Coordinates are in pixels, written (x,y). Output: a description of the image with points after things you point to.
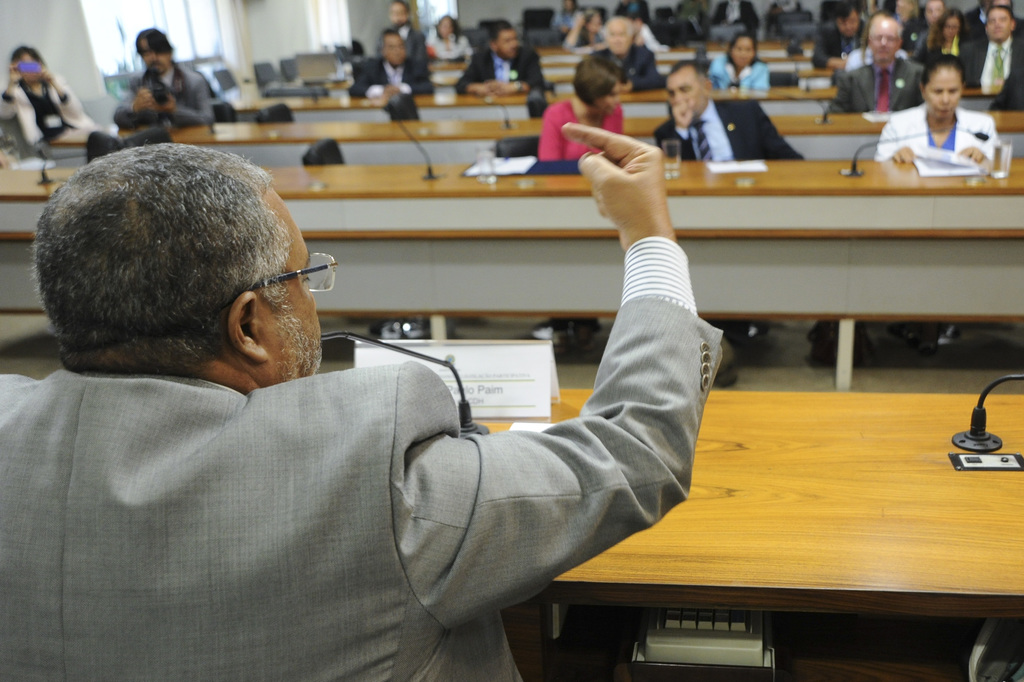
There is a man (309,500) here. In front of him there are few people (197,98) sitting on the chair (536,147) at their tables (767,169) and listening to him. On the table (785,214) we can see microphones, papers (947,170) and glass of water (1005,161).
